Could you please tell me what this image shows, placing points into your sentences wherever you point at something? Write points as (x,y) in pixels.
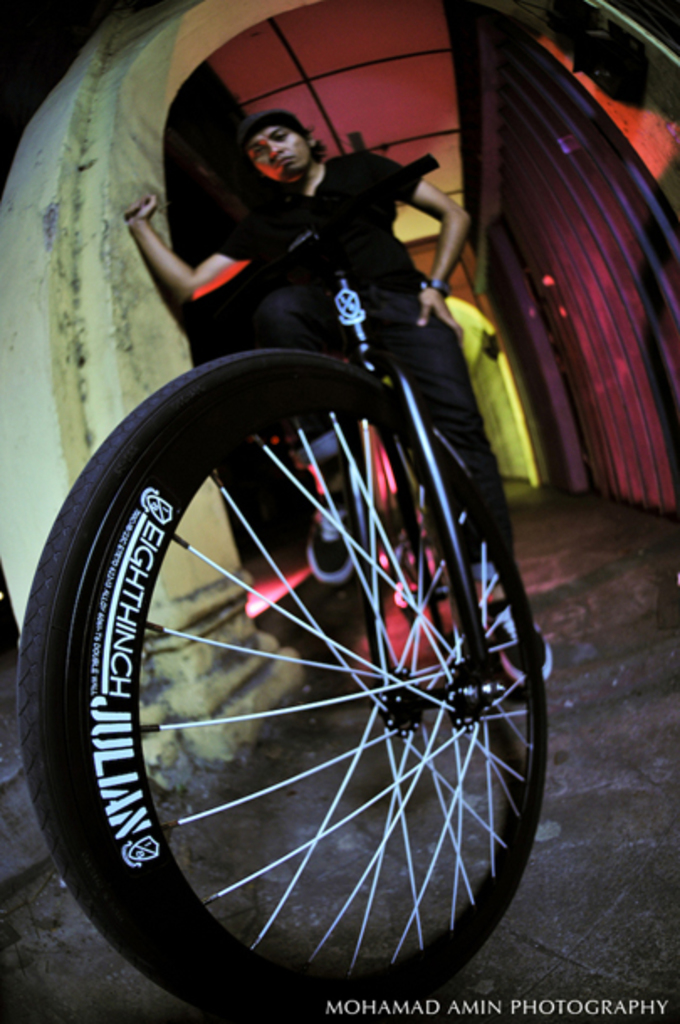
There is a person (329,170) on the bicycle (521,868). This is a wall (631,405). Here we can see ceiling (336,70).
